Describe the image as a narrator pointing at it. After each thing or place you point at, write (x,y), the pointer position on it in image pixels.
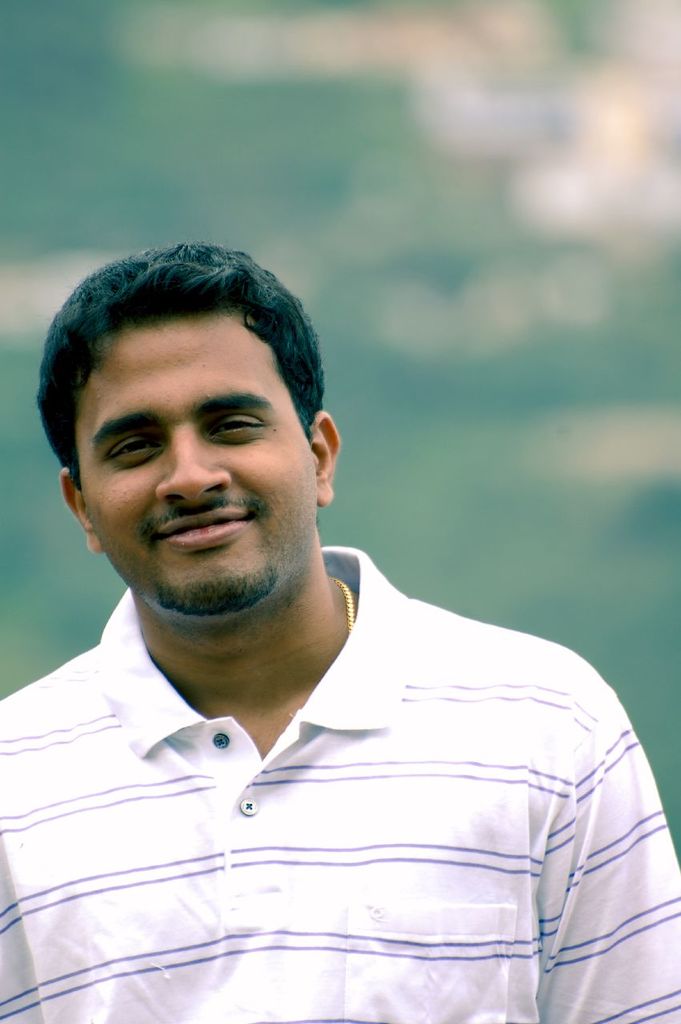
In this image I can see the person (121,694) wearing the white and blue color dress (242,872). And there is a blurred background (618,413).
